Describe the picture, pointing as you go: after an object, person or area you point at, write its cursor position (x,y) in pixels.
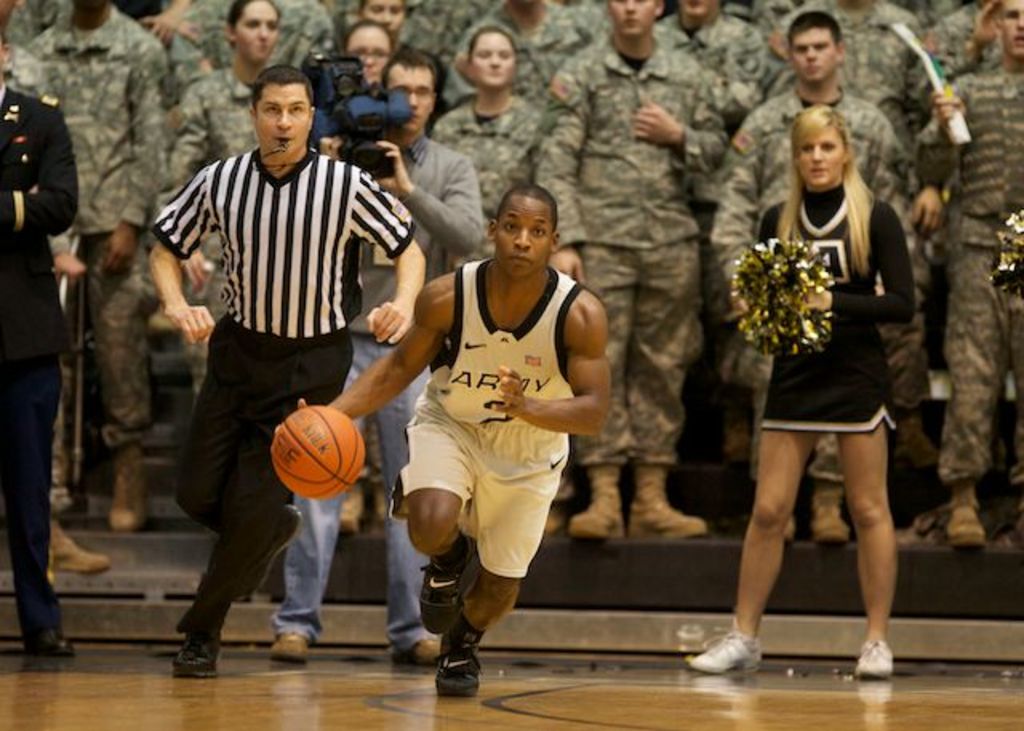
In the center of the image (466,338) there is a person (473,488) running with basketball (321,480) on the ground (421,728). In the background (236,260) we can see referee (249,258), cameraman (422,188), cheer girls (744,265) and persons (659,179).
